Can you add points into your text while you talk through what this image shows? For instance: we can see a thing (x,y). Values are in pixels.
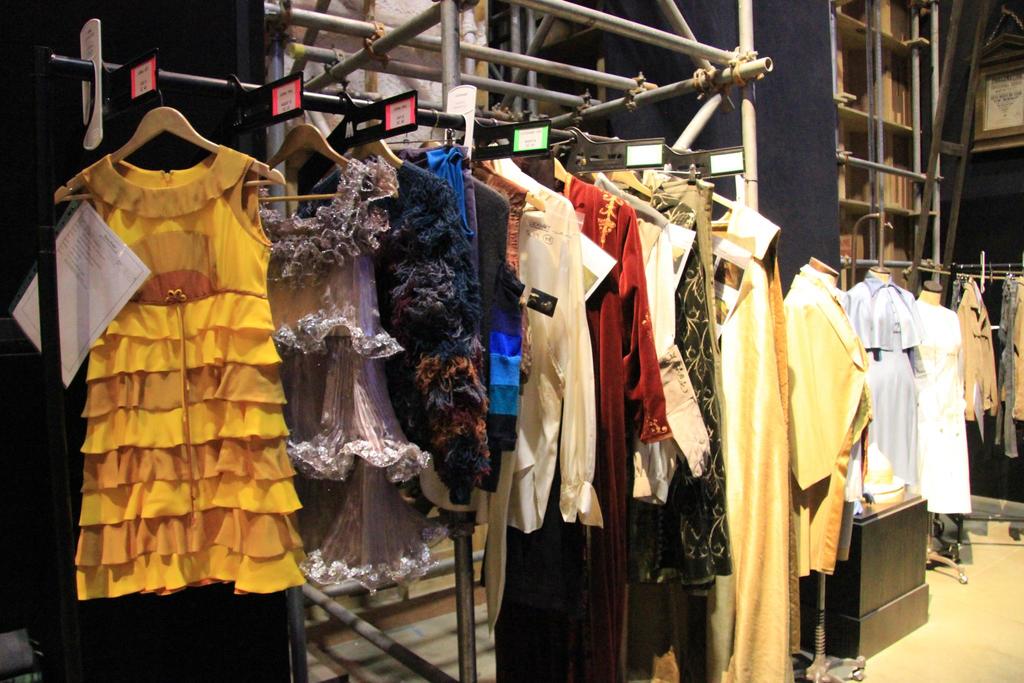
This image consists of dresses (485,396) in the middle (607,383). This looks like a store (457,536). There are hangers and mannequins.
